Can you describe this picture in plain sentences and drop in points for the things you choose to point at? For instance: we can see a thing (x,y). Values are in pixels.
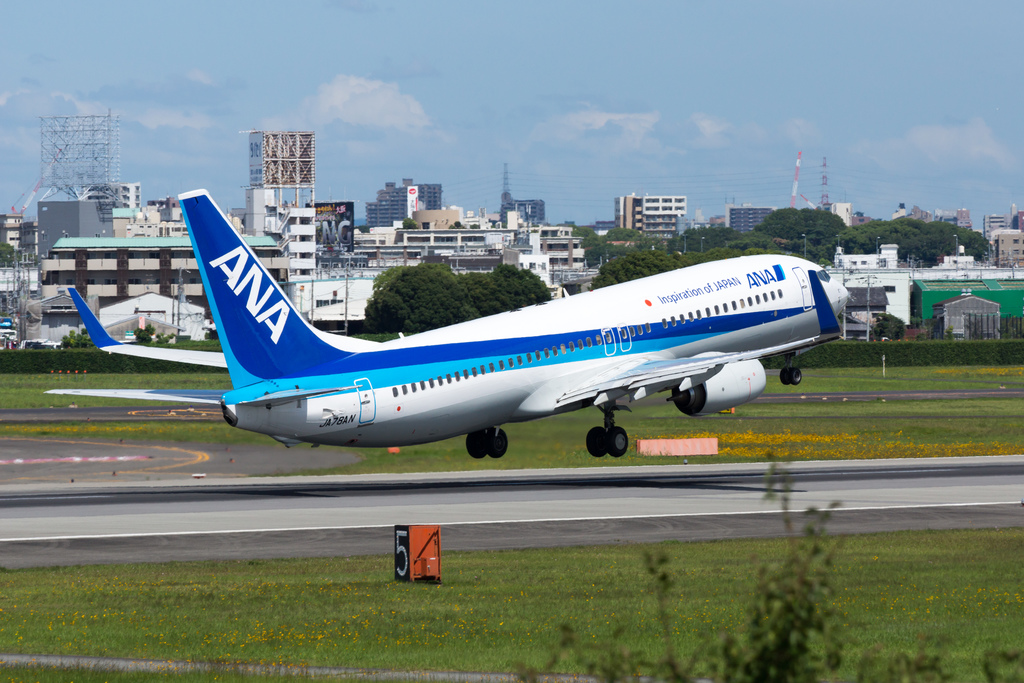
There is a flight (304,363) taking off from the runway (733,511). On the ground (684,520) there is grass (683,549). Also there is a block (398,566) with a number (398,566). In the background (261,199) there are buildings (424,236) and sky (566,161). Also there is sky (497,93) with clouds (656,119).
